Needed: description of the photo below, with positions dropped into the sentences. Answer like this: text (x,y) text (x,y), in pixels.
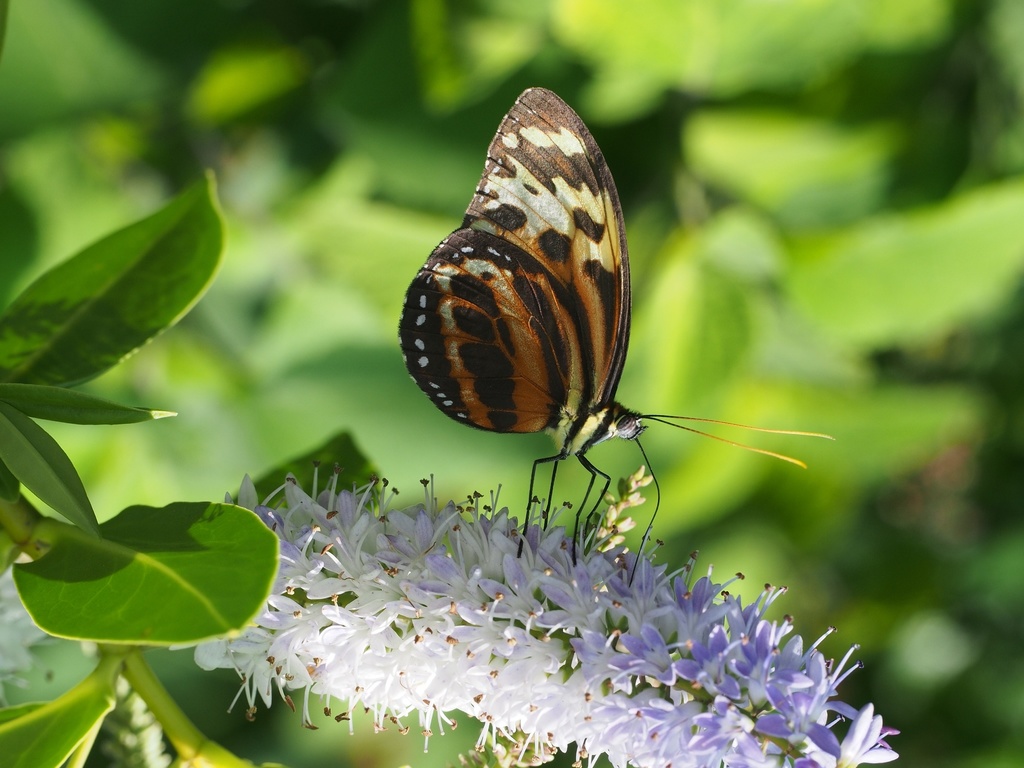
In the center of the image (530,335) we can see a butterfly (534,406) on the flower (548,628). On the left (130,601) there are leaves (120,595). In the background (336,355) there are plants (711,427).
